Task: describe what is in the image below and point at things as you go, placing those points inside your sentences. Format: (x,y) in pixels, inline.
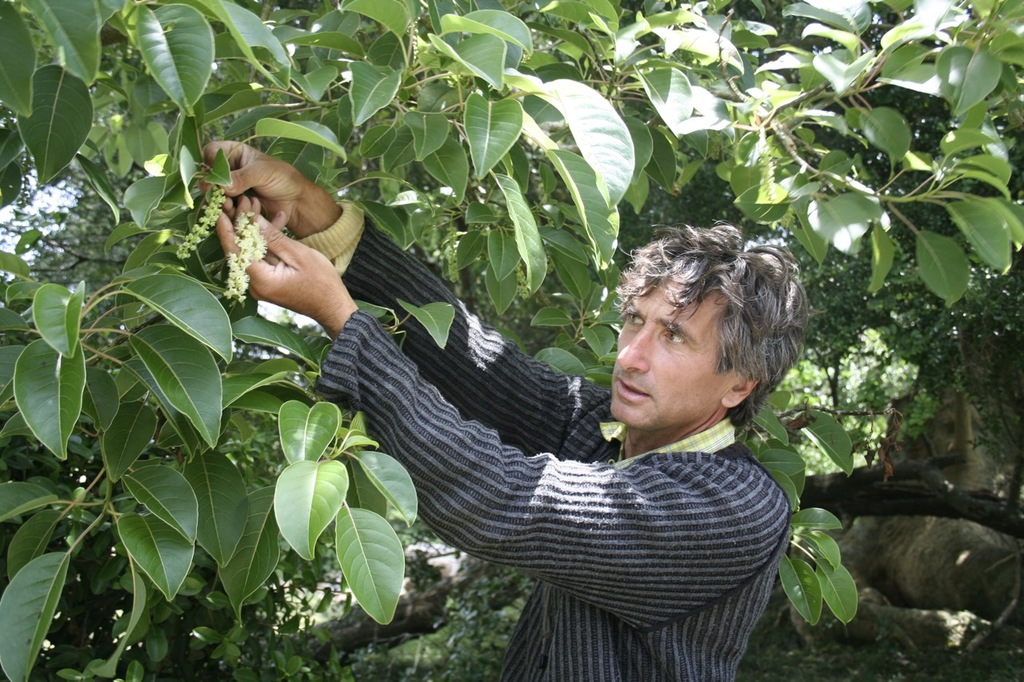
In the foreground of the image (363,274) there is a person (312,217) plucking flowers (185,239). In the background of the image (323,136) there is a tree (480,113) with leaves (291,122). To the right side of the image (852,552) there is a stone (861,535).
